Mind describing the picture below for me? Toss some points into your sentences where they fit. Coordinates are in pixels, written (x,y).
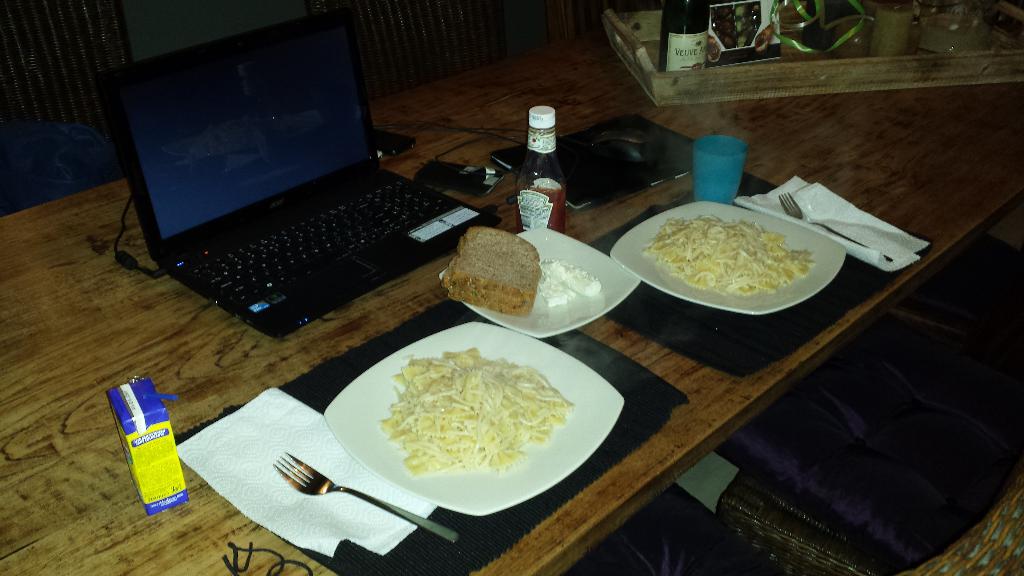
In this picture there is box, tissue (338,498), fork (332,486), noodles (471,420), brown bread (495,272) in plate (583,307). There is a cup (717,179) and a bottle (544,207). There is a laptop (371,222), phone (456,171) and few items (909,53) in a tray (847,61).
